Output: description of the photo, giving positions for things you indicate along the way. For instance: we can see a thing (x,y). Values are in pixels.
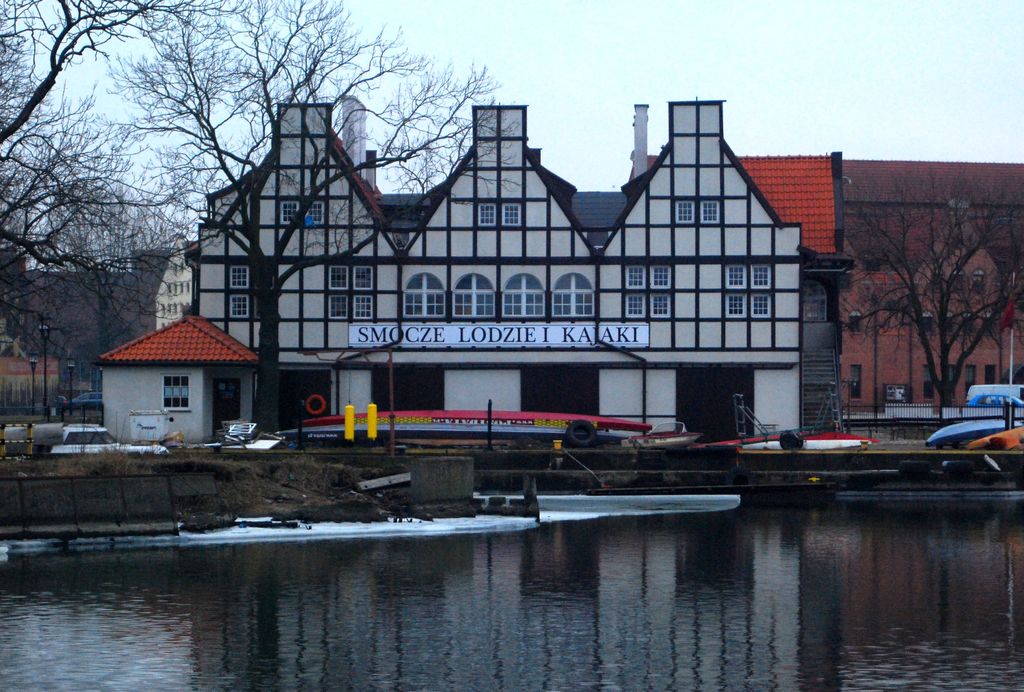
In the center of the image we can see the grass (270,463), fences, water (419,637) and a few other objects (766,458). In the background (843,67), we can see the sky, clouds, trees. buildings (695,408), windows (176,381), poles (1013,423), vehicles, fences (960,410), one life saver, one white color box (139,411), staircase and a few other objects (175,445). And we can see some text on one of the buildings (520,383).
